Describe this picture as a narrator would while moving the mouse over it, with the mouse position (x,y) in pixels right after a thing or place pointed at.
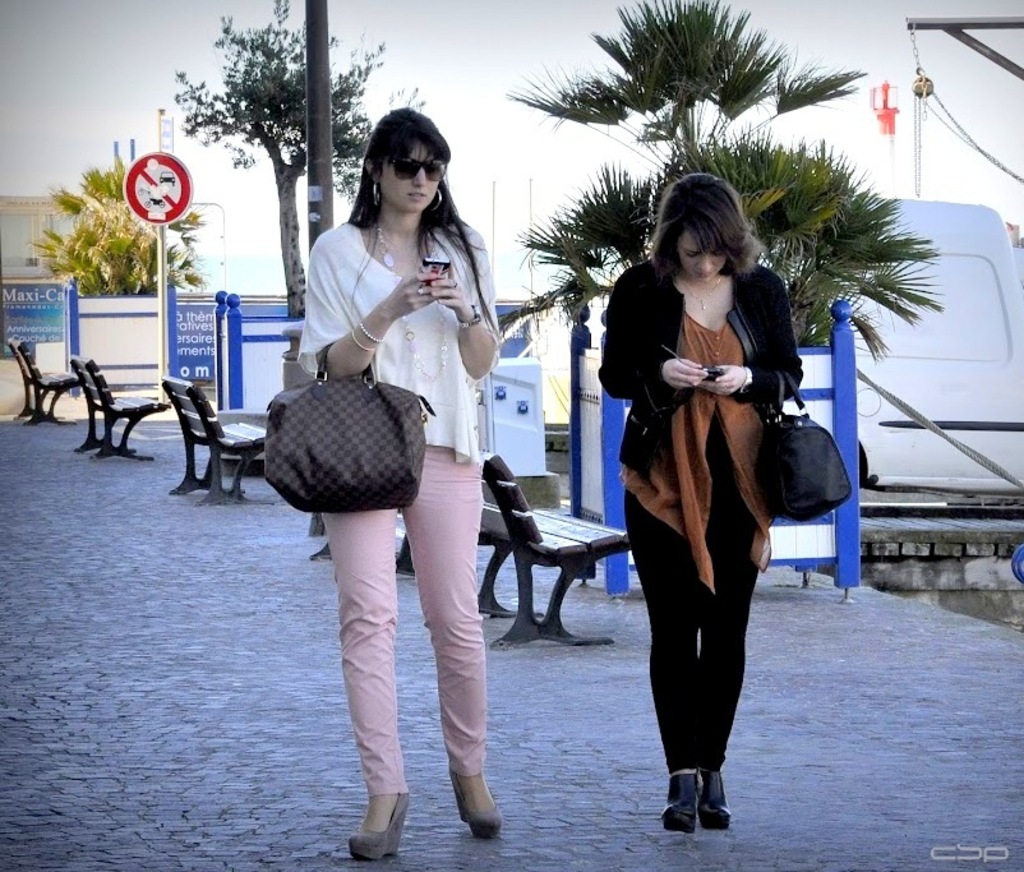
In this image i can see the women (482,319) walking, the woman (418,389) at left (330,417) wearing a white shirt (412,362) and a pink pant (439,519) holding a black bag (352,441) a woman (726,437) at right (704,441) wearing a brown shirt (740,437) and black pant (681,566) wearing a black bag (831,463), at the background (590,489) there few benches (235,441), a blue color boards (203,369), a tree (207,124) and a sky (444,52).
